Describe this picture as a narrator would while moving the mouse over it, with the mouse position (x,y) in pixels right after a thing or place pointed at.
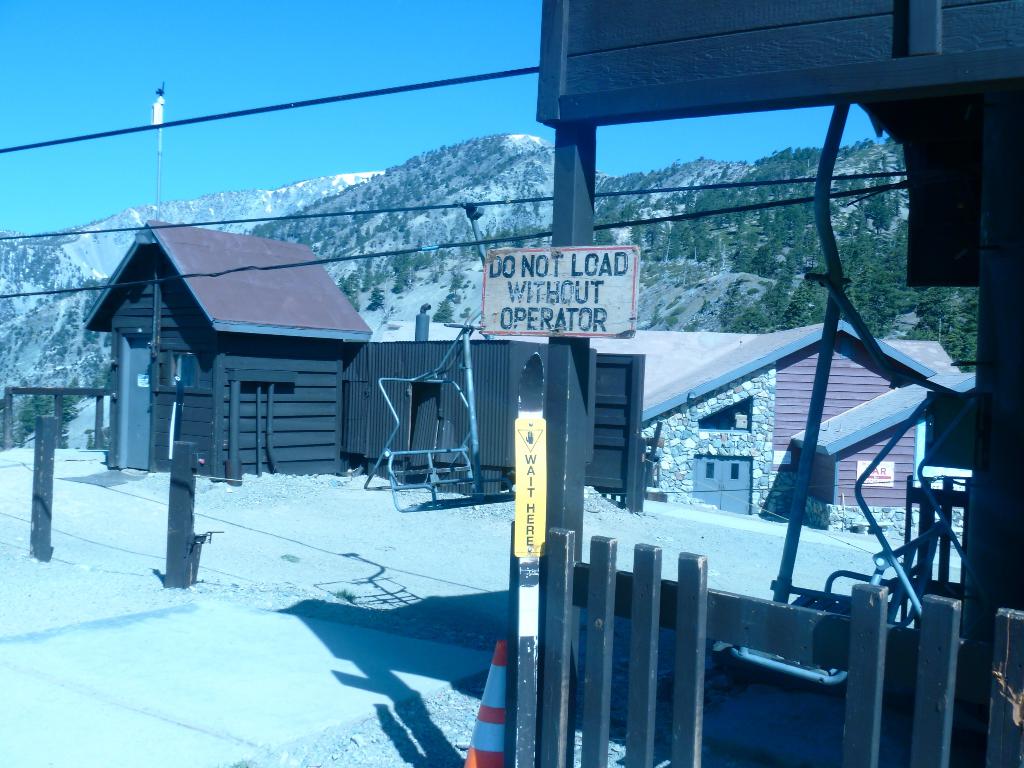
In the center of the image (482,367) we can see the sky (367,130), hills (331,234), trees (868,257), buildings (784,471), poles (970,490), wires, boards (534,323) with some text (530,310), one traffic pole (502,649) and a few other objects (661,556).
